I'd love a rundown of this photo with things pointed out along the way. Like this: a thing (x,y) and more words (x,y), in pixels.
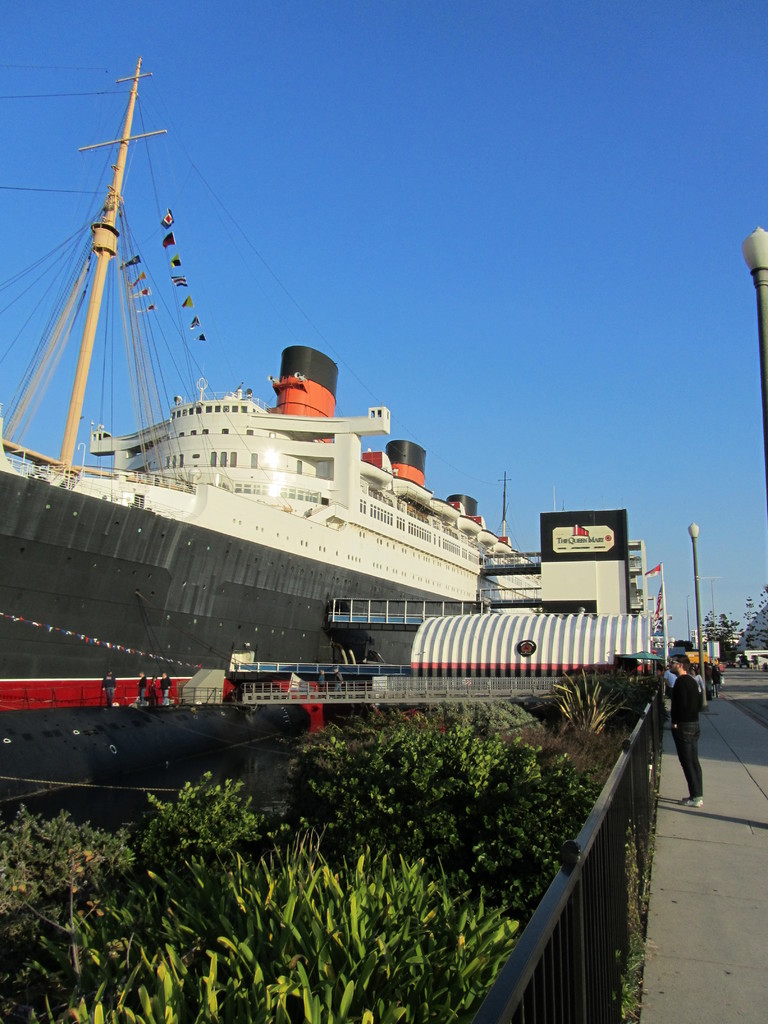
In this image I can see a ship (418,464), in front of the ship (409,467) I can see plants (365,846) and fence (535,1005) and in front of the fence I can see persons (685,749) standing on the right side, at the top (422,198) I can see the sky (422,198).
